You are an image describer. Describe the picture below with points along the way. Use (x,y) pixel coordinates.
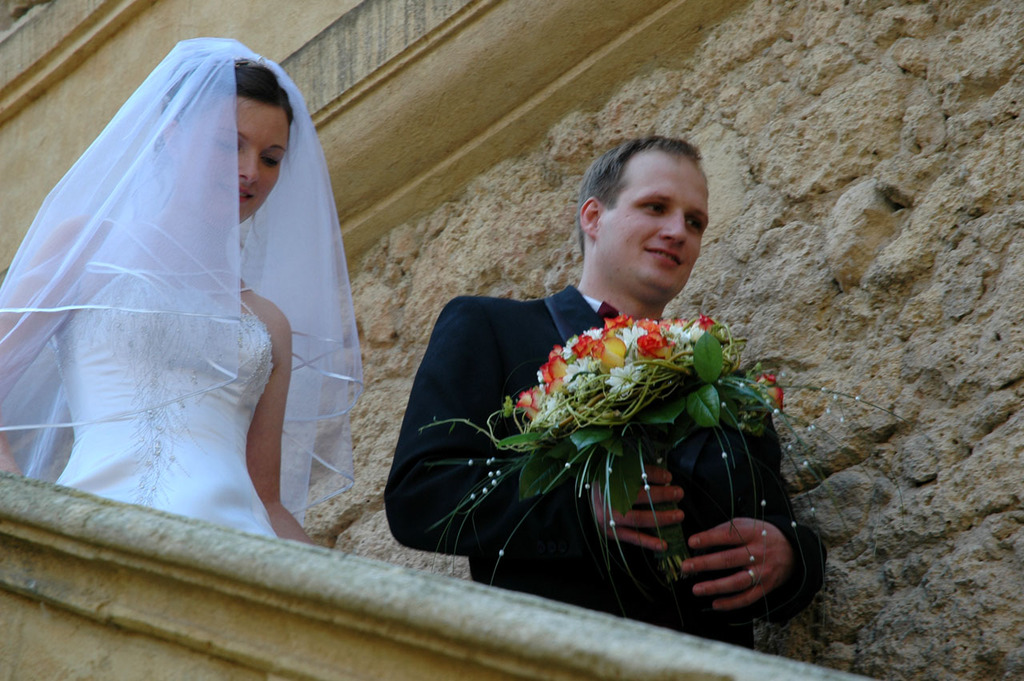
This picture shows a man (714,520) and women (265,390) getting down the stairs (748,668) and we see a building (561,76) and man (602,569) holding a flower bouquet (778,389) in his hand (720,583) and women (299,415) wore white color dress (213,458) with a cloth (292,176) on her head (276,94) and man (563,556) wore a coat (594,592).
